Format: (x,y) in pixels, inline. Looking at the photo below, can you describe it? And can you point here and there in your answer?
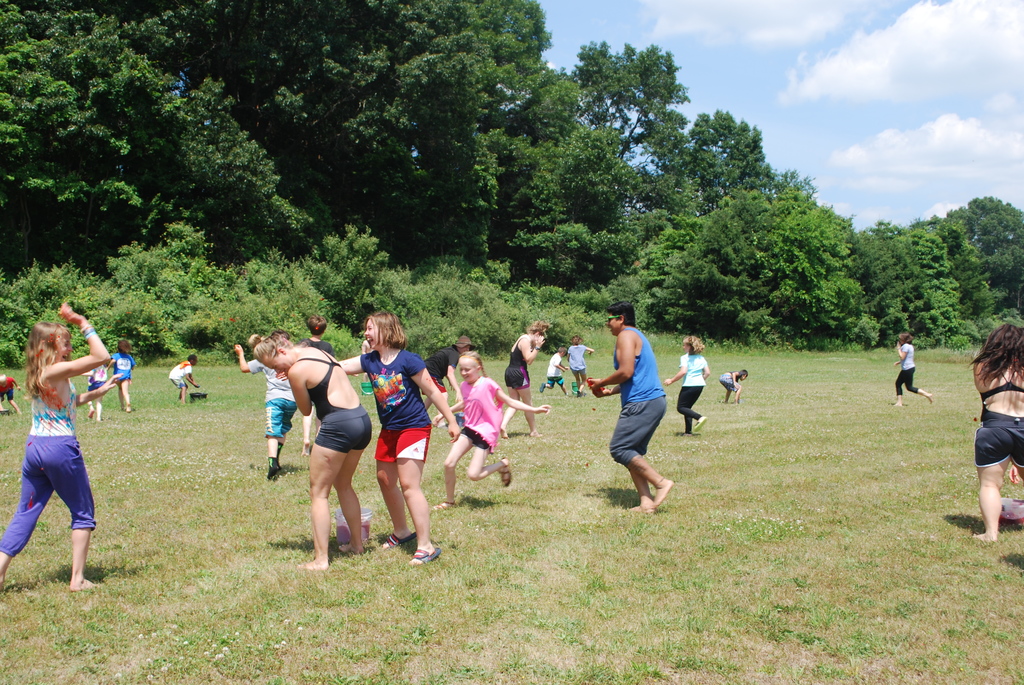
In the picture I can see people (524,393) among them some are standing and some are running on the ground (604,517). In the background (468,310) I can see plants (442,324), the grass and the sky (822,113).
